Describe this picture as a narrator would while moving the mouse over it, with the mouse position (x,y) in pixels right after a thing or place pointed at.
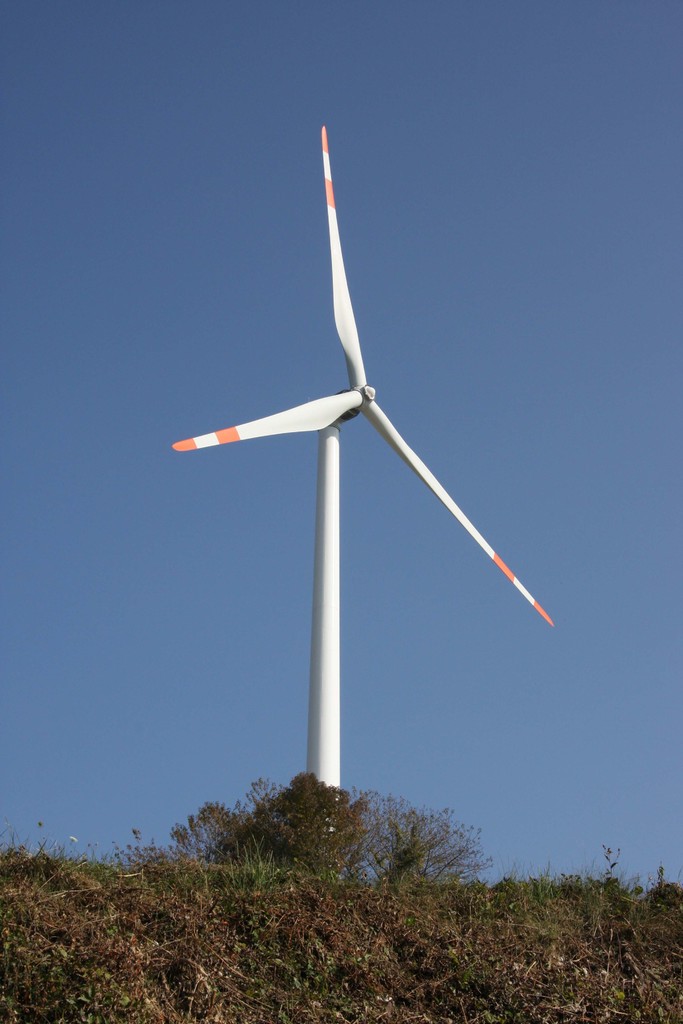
This picture is clicked outside. In the center (374,413) we can see a white color windmill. In the foreground (104,881) we can see the plants (634,915) and the grass (315,892). In the background (234,570) we can see the sky (29,605).
